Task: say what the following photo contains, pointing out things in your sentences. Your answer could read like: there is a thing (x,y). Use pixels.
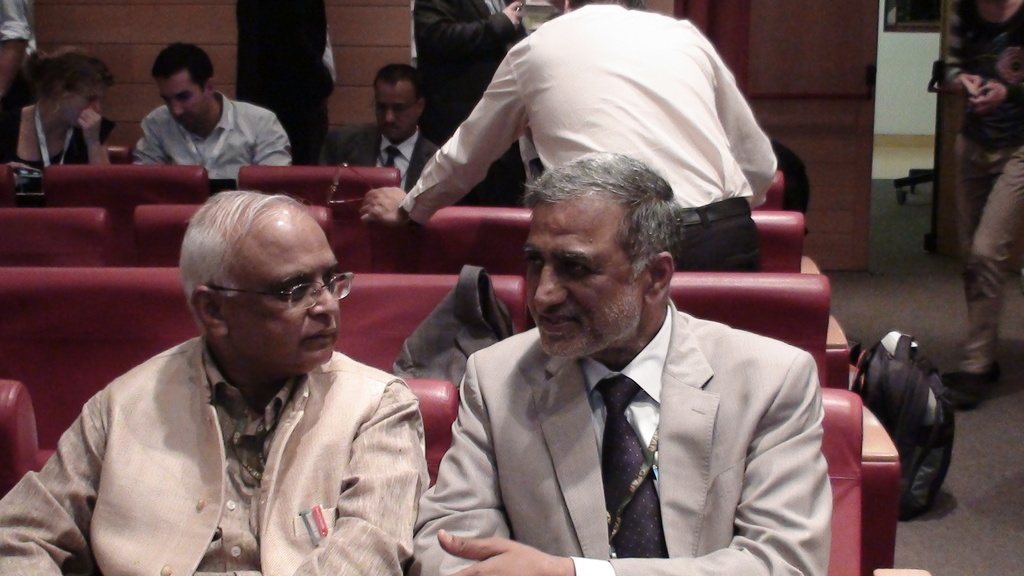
This picture is clicked inside. In the foreground (569,346) we can see the two persons (581,393) sitting on the chairs (435,434) and there is a person (662,125) standing on the ground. On the right (966,85) we can see a person (990,210) walking. In the background (249,121) we can see the group of people (360,132) sitting on the chairs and there are some persons (302,51) seems to be standing and we can see the wall (884,76), window (899,31) and bags (939,394) and red color chairs (174,327).
